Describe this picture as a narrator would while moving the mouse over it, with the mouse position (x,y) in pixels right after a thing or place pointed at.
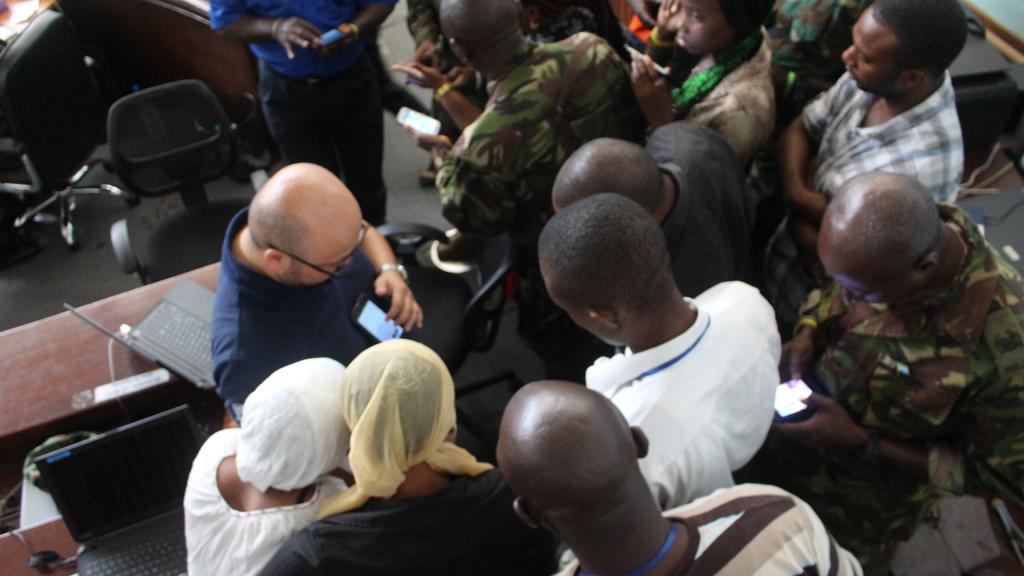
There are persons (899,16) in different color dresses (968,347) on a floor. On the left side (195,305), there are laptops (100,462) on the tables (109,375). In the background (153,158), there are chairs (148,98) on the floor (105,217).
